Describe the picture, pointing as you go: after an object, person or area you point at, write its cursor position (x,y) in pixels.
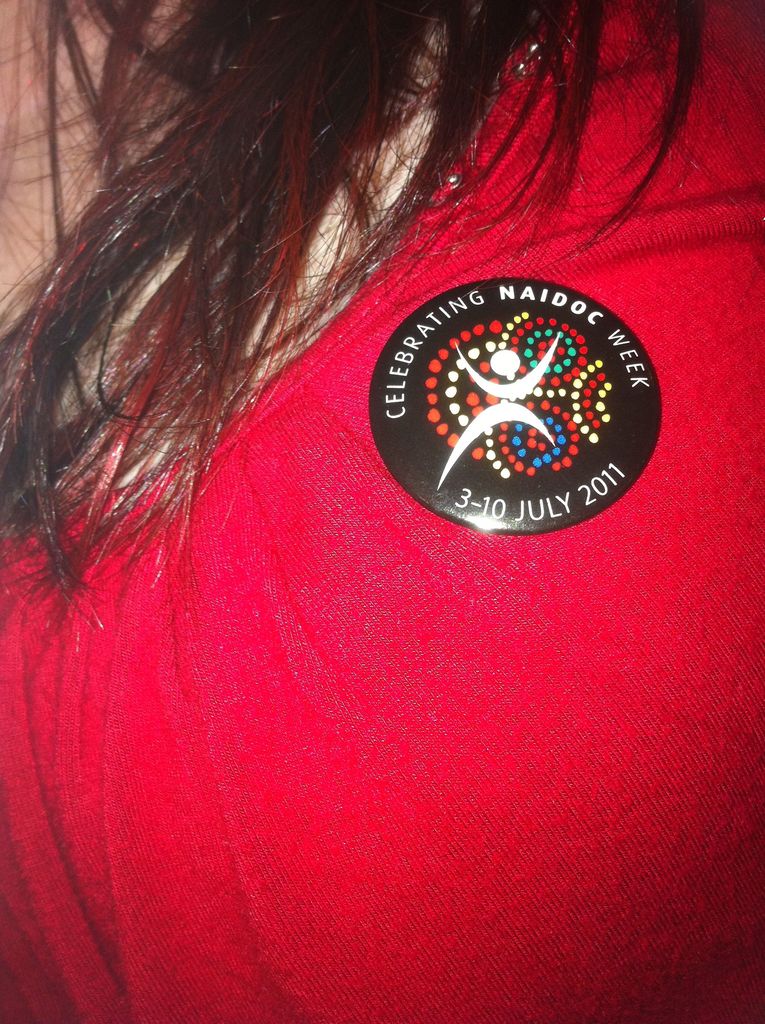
In this image there is a t-shirt (191,556). There is a logo (483,365) on the t-shirt (159,594). Around the logo (513,372) there is text (563,298). Below the logo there is the date (550,505). At the top (277,175) there are hairs (261,120) on the t-shirt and the skin (81,188).
